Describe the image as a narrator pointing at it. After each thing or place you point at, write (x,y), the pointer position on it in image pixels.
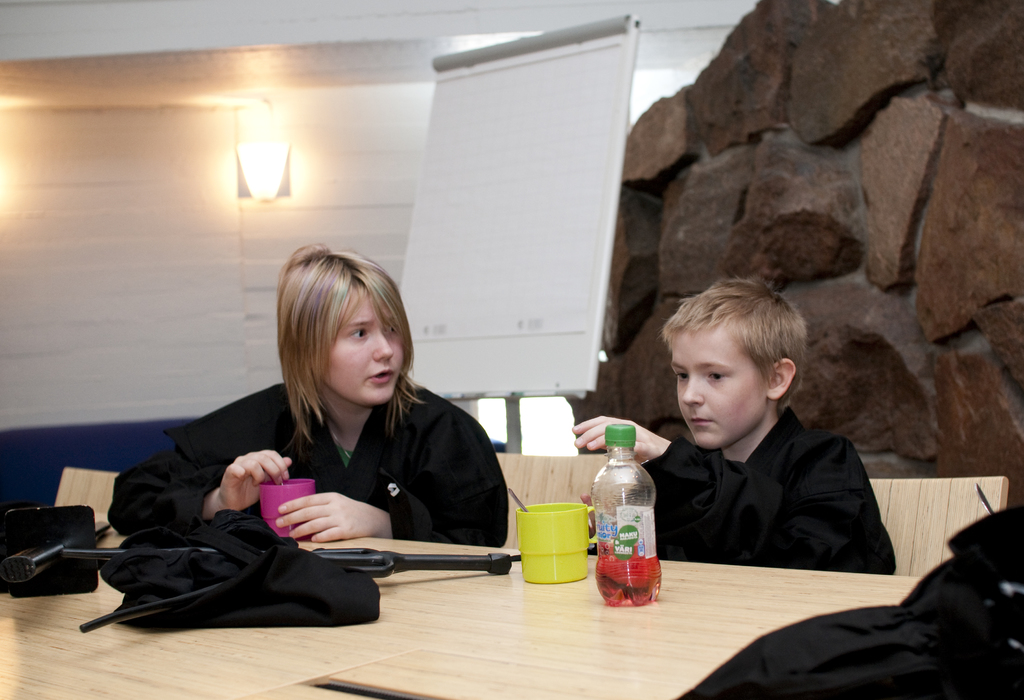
In the image we can see there are two kids (764,464) who are sitting on a chair (900,538) and in front of them there is a table (524,604) on which there is a glass (557,531) and a water bottle (633,521) and at the back (236,188) there is a wall (306,159) which is of white colour and beside it there is a notice board (528,254).
